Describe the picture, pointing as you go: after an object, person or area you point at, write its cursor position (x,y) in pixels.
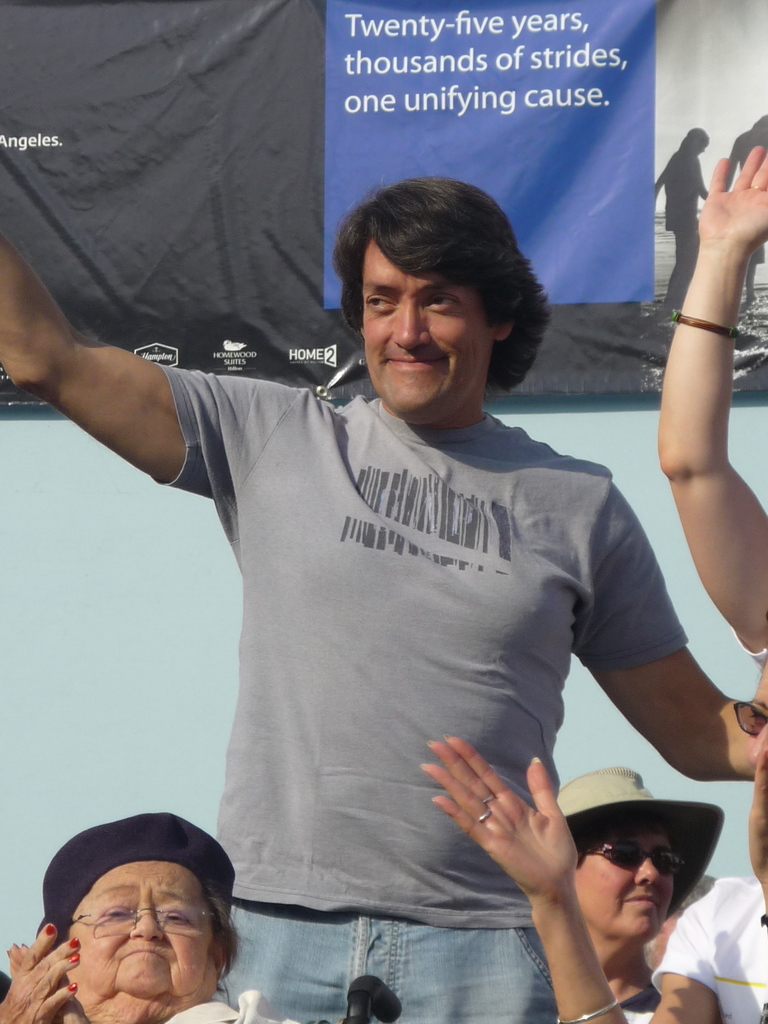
In this image I can see the group of people (325,796) with different color dresses (390,615). I can see one person (591,889) is wearing the goggles (614,850) and hat (591,819) and an another person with the specs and cap (193,855). In the background (276,220) I can see the banner (145,261) to the wall (133,510).
